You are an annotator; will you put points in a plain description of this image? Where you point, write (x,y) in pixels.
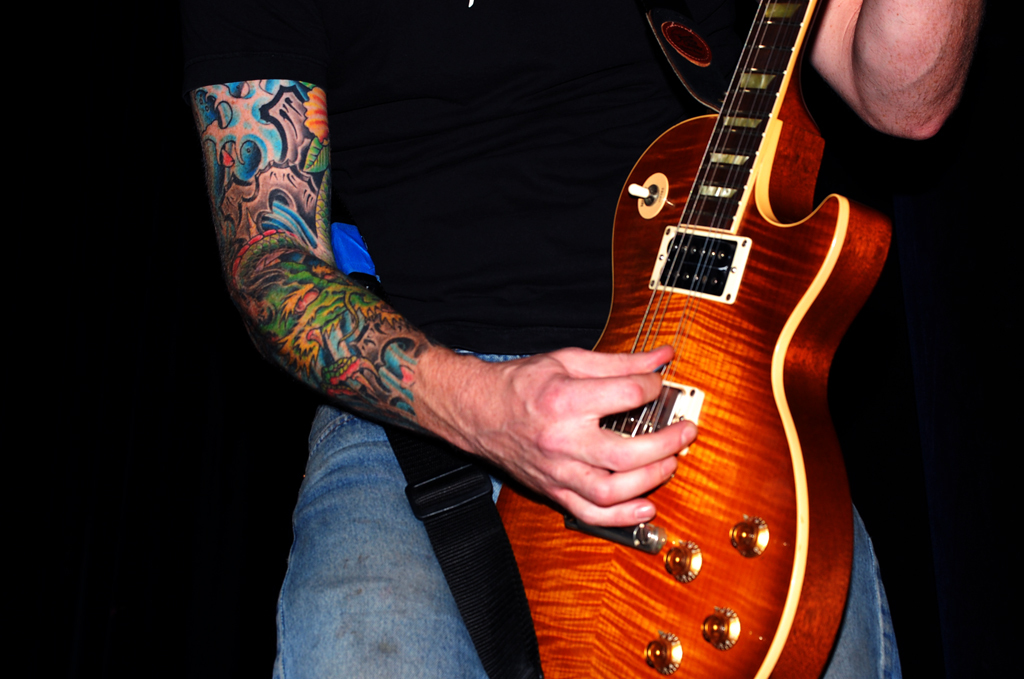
In this picture there is a man (318,212) in the center of the image (462,241), by holding a guitar (680,296) in his hands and there is a tattoo (323,263) on his hand (313,246).
